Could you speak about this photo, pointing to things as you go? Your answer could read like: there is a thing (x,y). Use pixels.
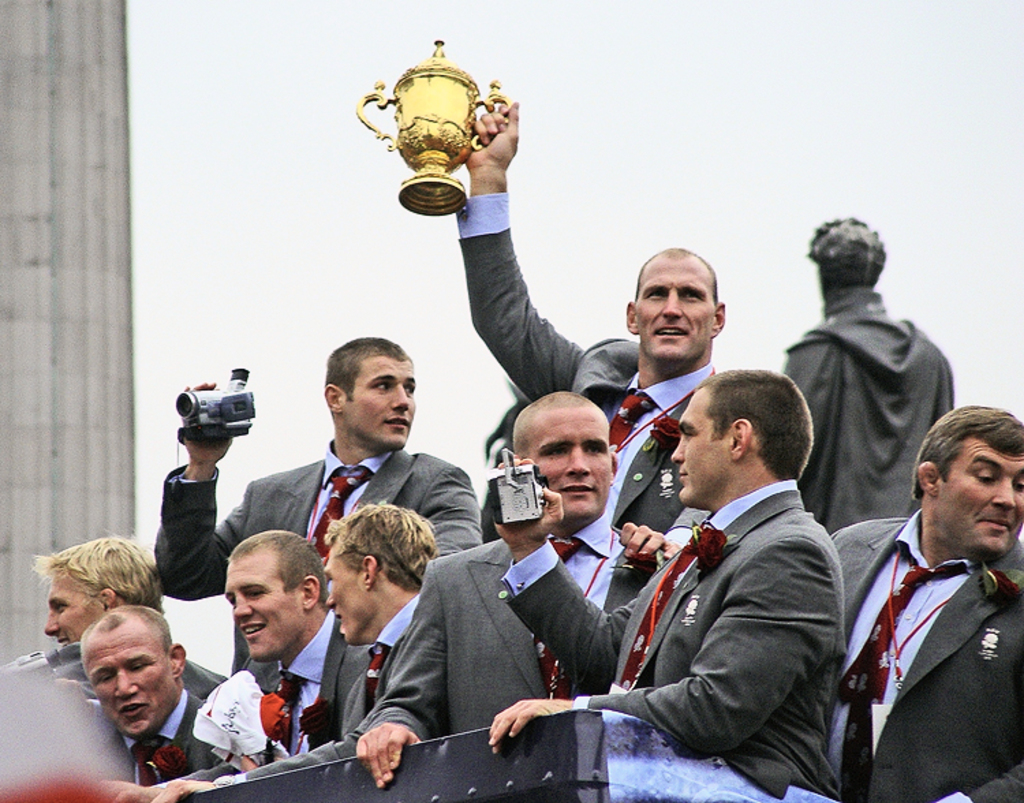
In this picture there are group of people (563,434) standing and there are two persons (467,533) holding the cameras (531,512) and there is a person (465,203) holding the cup (453,203). On the left side of the image (94,422) there is a building (94,255). At the top (201,136) there is sky (201,136).
